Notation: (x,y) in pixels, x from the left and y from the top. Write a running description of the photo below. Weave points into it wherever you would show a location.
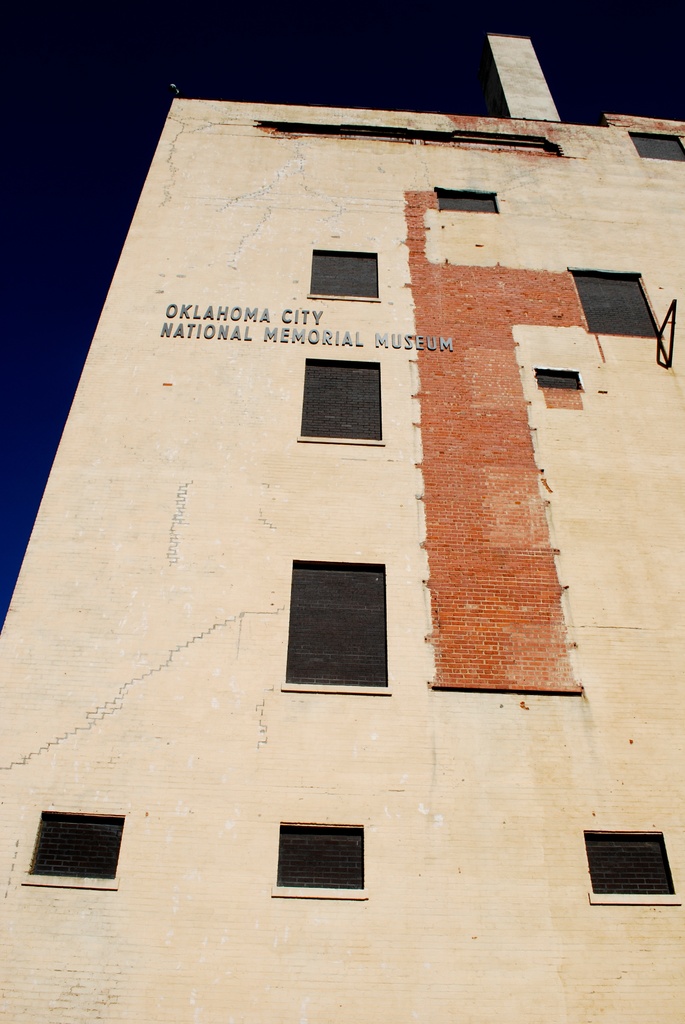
In this picture there is a building (386,851). At the top (296,27) we can see the darkness (333,13). On the building (423,433) we can see the windows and name (189,325) of the building (240,296).
